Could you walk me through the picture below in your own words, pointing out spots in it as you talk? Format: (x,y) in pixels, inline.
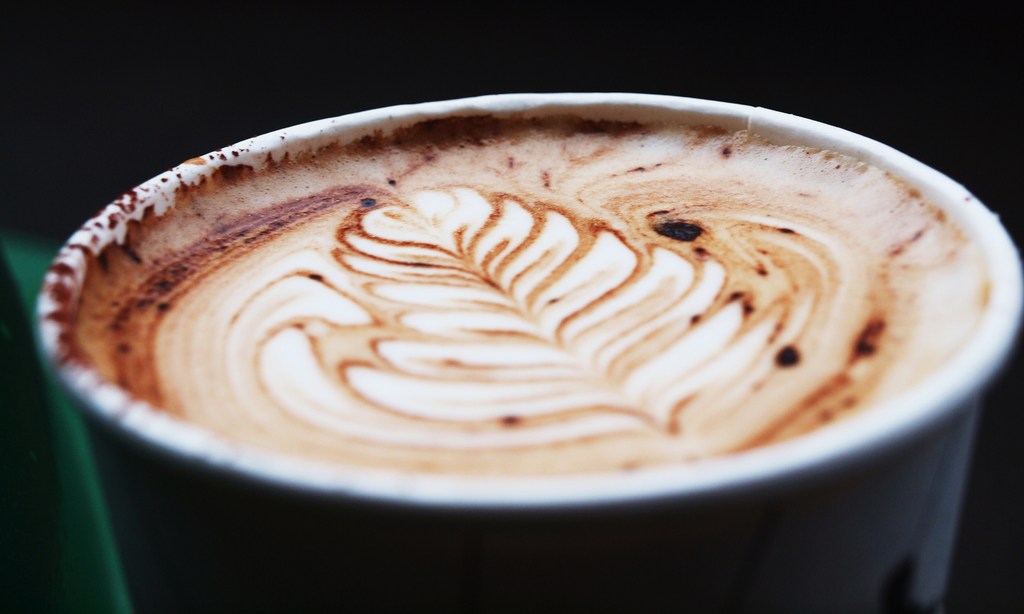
In this picture we can see cup (894,460) with coffee (508,260). In the background of the image (710,53) it is dark.
